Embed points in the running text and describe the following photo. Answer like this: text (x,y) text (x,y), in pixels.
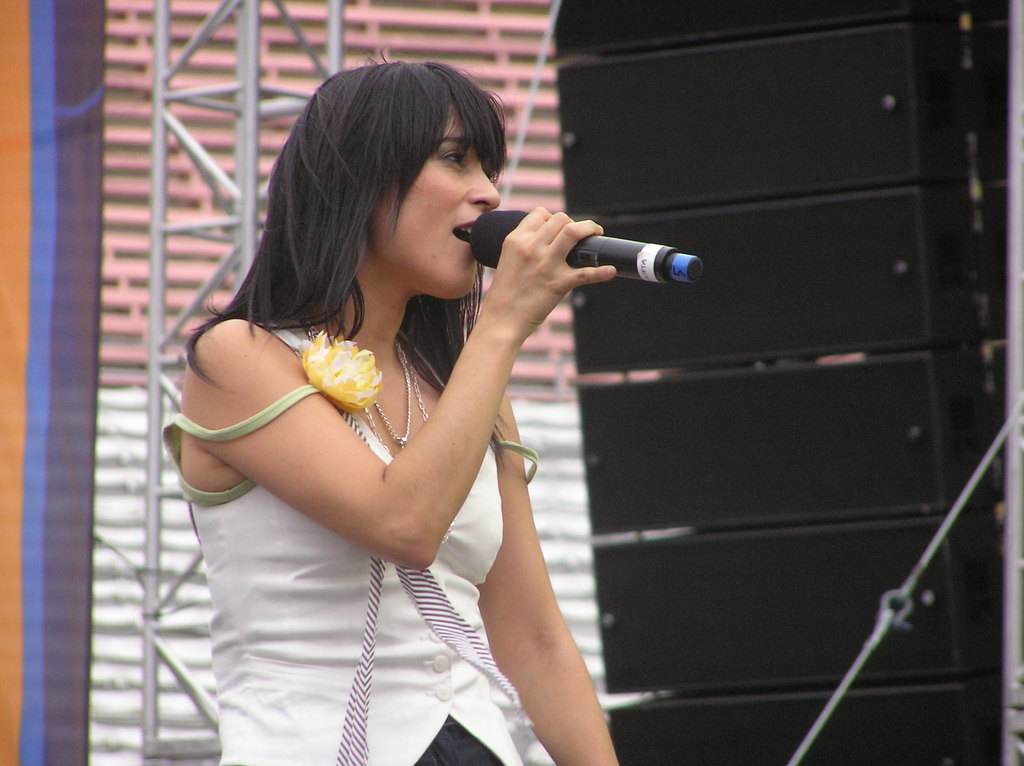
This picture shows a woman (278,209) standing and singing with the help of a microphone (479,229).
